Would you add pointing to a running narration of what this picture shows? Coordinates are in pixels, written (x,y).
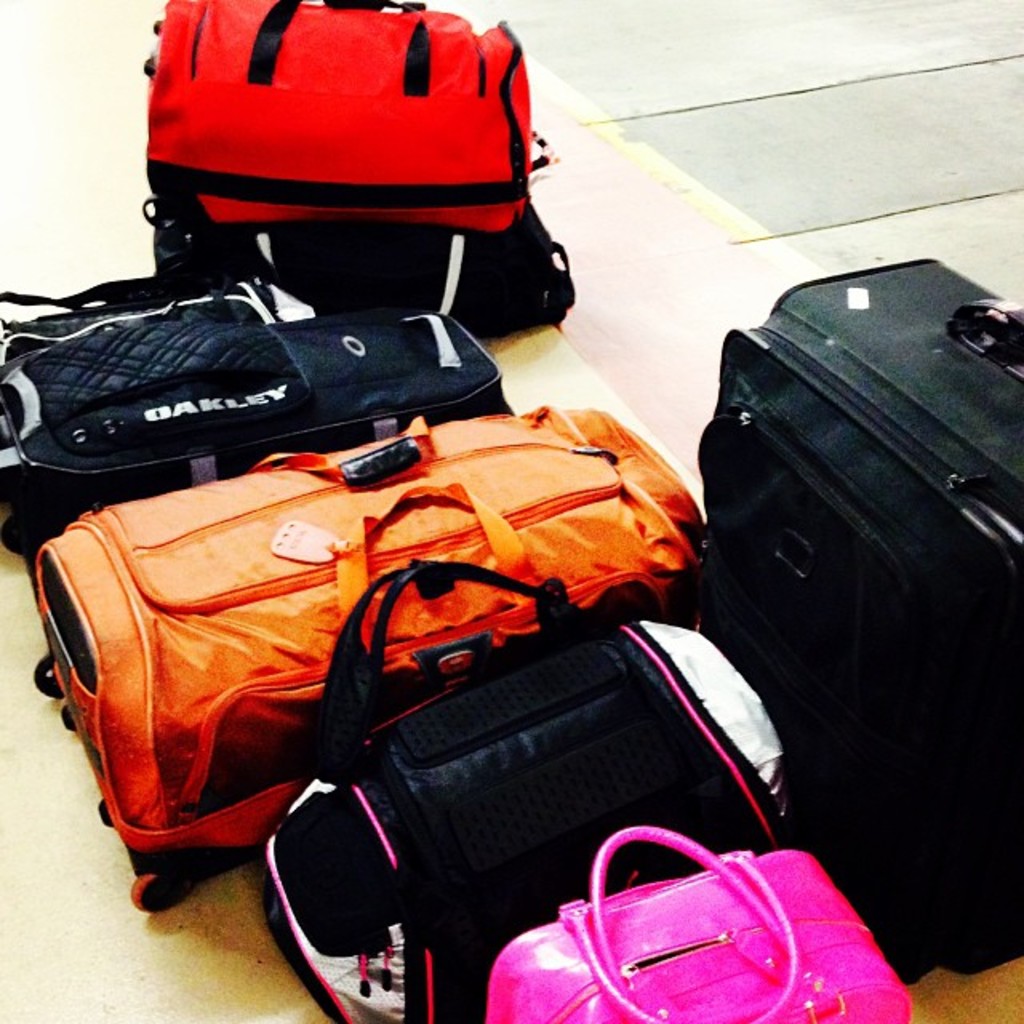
In this image I can see many bags (512,656) on the floor (169,913).
